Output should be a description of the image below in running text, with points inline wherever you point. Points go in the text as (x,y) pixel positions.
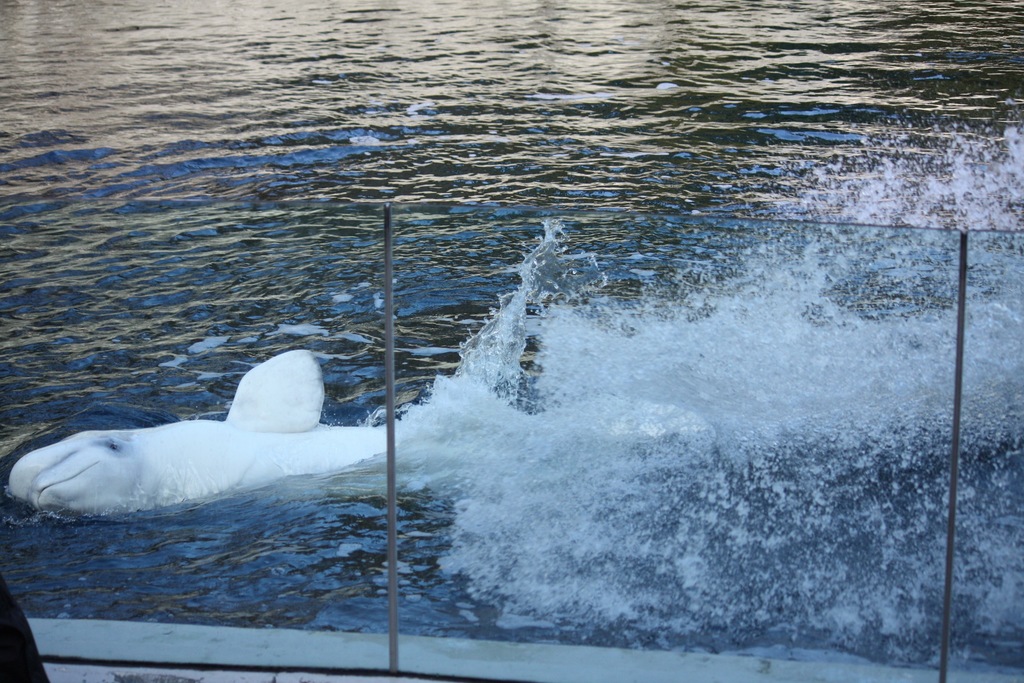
In front of the image there is a glass fence (529,418) with metal rods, on the other side of the fence (872,400) there is a beluga whale (158,451) in the water (274,171).
